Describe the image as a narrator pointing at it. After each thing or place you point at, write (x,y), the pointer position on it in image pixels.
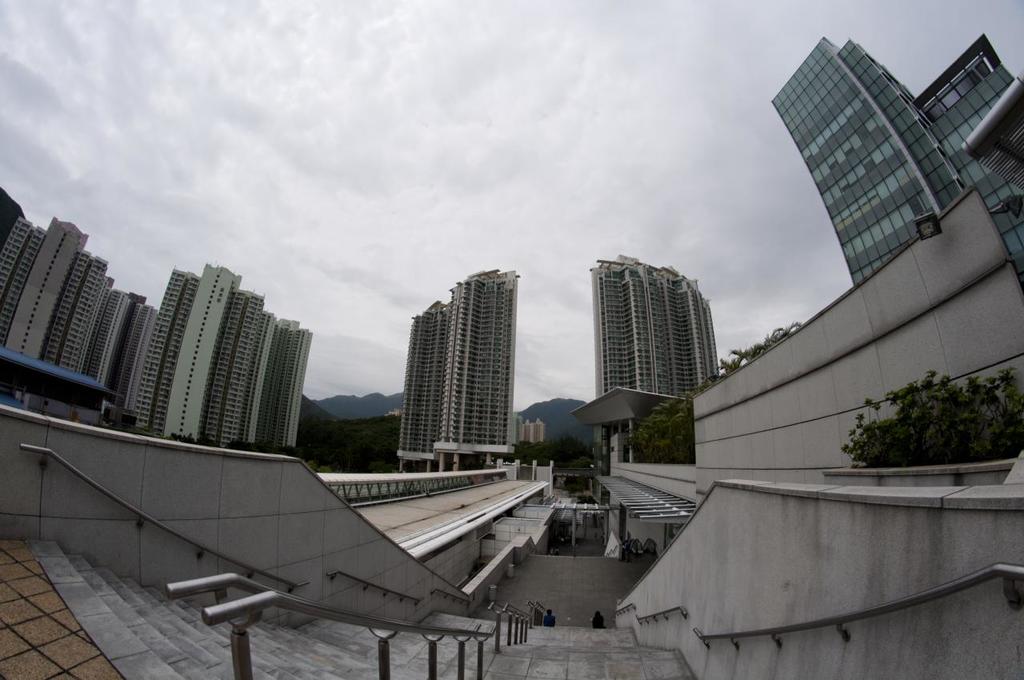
In this picture I can see buildings (673,365), plants (861,447) and I can see couple of persons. In the back (352,405) I can see trees (366,431), hills (367,394) and a cloudy sky (336,173).
